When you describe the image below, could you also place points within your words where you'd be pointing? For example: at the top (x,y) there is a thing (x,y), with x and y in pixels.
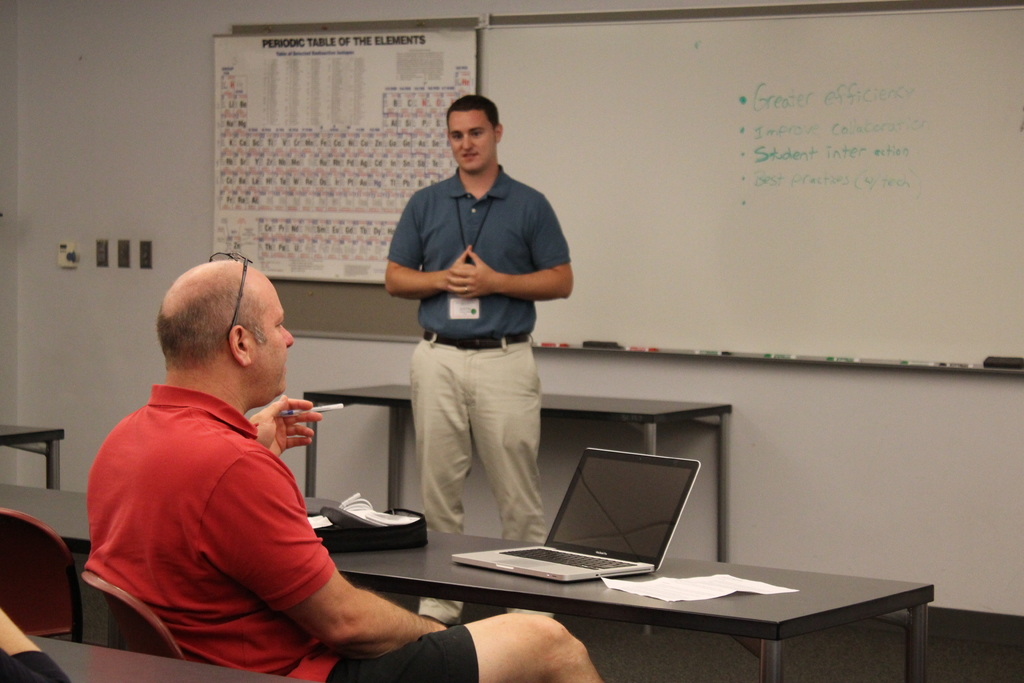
This picture shows a man (532,509) standing wearing a ID card (480,230) on his neck (479,199) and we see another man (206,641) seated on the chair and we see a laptop (605,550) and a paper (666,577) on the table (505,574) and we see a white board (615,274) and a poster (268,47) on the left side (328,232).
